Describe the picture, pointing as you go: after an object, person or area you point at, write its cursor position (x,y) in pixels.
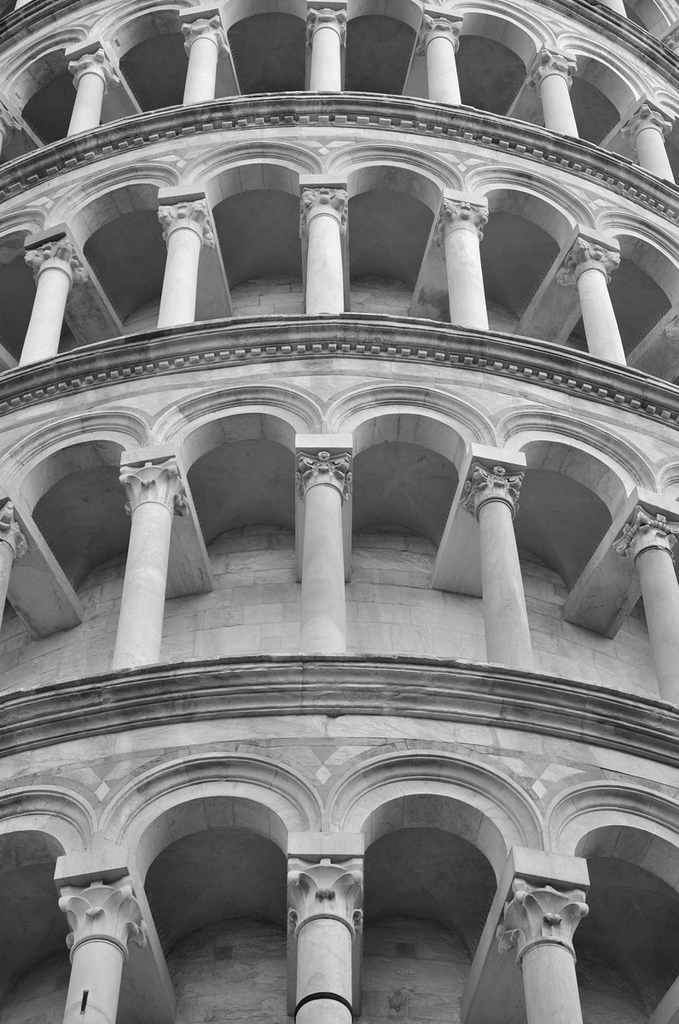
In this image I can see a huge building (437,645) which is ash and black in color. I can see number of pillars (325,517) to the building (290,553).
